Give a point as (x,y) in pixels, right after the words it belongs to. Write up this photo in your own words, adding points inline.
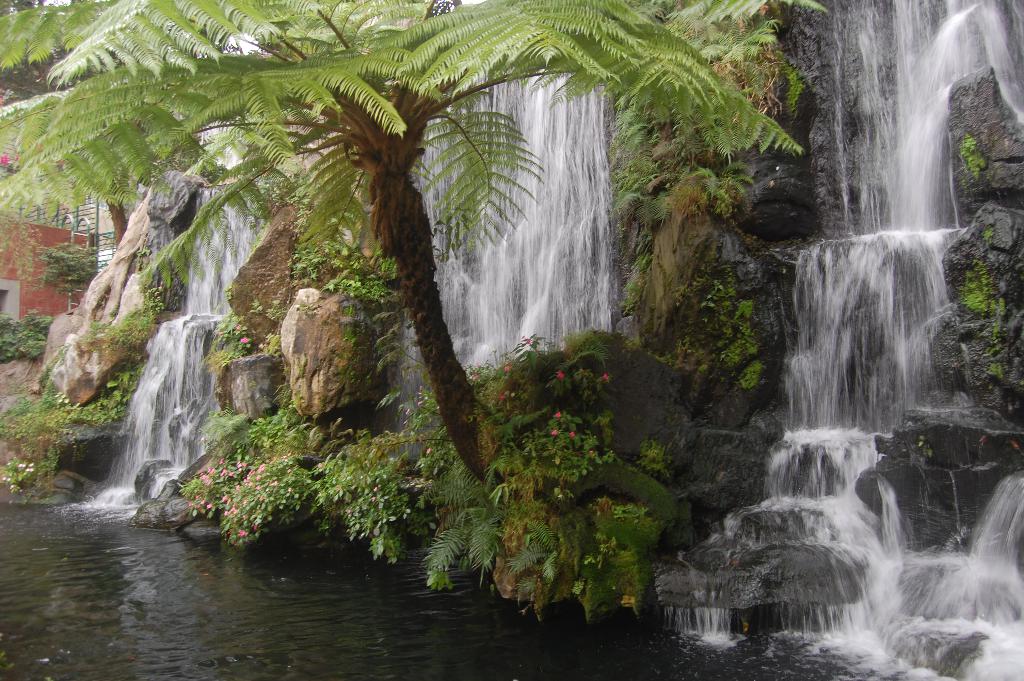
In this picture we can see water falls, plants (606,368) and a tree (394,236). there are some rocks (662,270).
